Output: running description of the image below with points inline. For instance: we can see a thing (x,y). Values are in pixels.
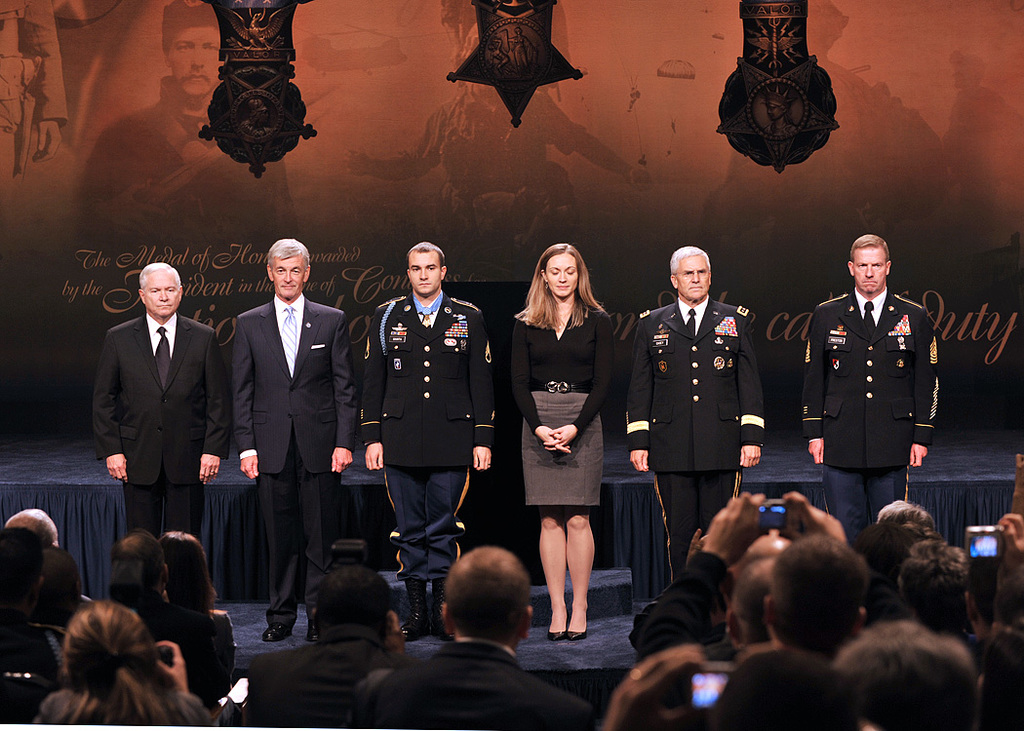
In this picture we can see a group of people (747,391) are standing on the stage (106,526). There is a black curtain (64,499) from left to right. Some people (102,647) are seen from left to right. There is a poster (397,72) in the background (669,107).
